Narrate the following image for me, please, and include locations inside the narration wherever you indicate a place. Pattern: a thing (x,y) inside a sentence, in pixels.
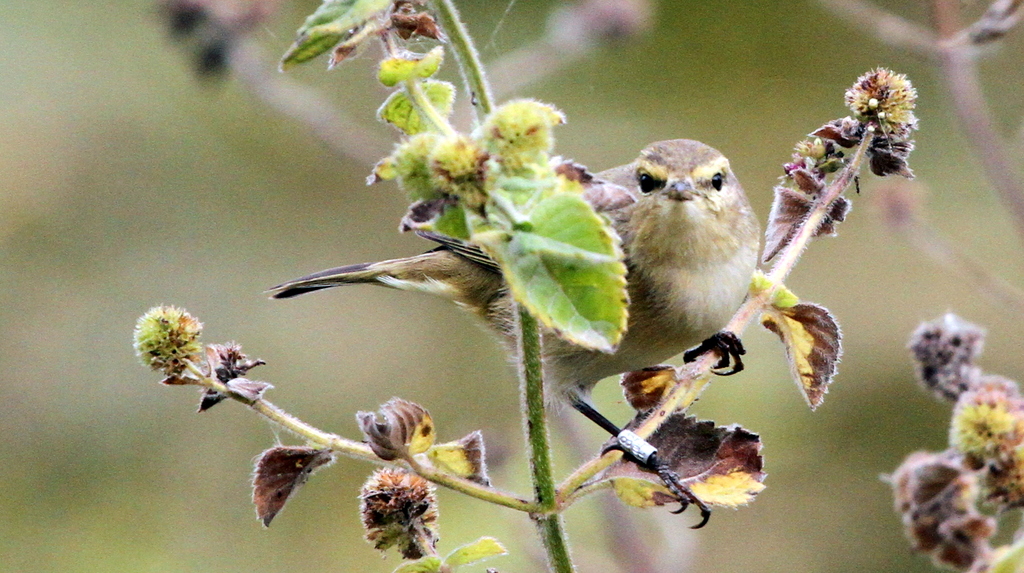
In this image I can see a bird (711,215) is sitting on the stem (539,455) of a plant (543,443).
